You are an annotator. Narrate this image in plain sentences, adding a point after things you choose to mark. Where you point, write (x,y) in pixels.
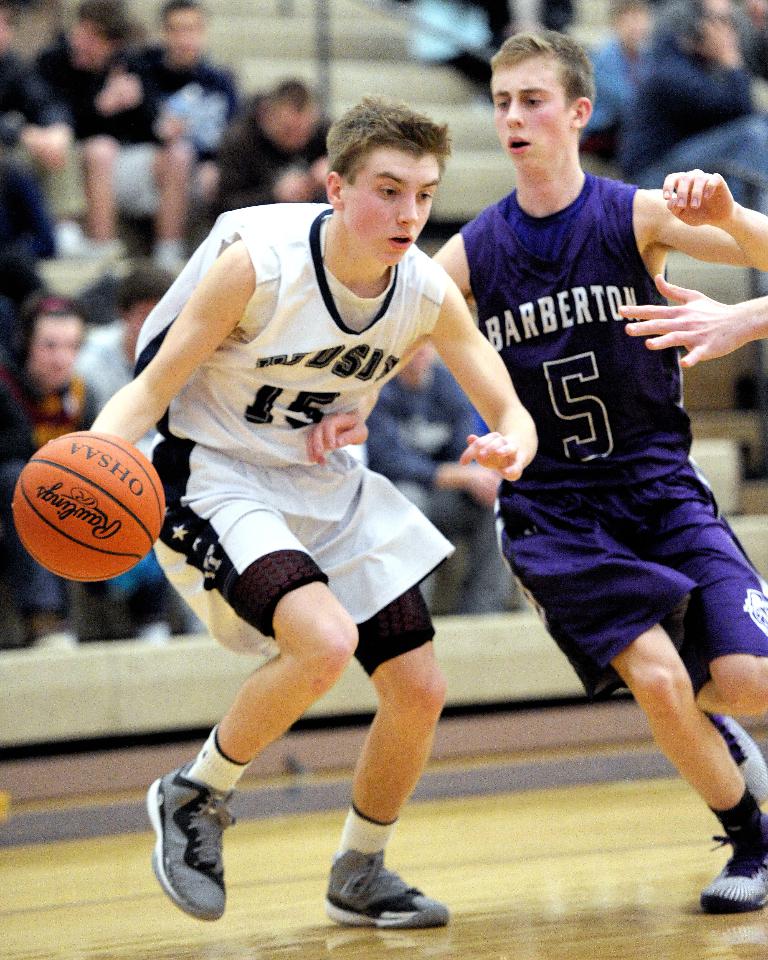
In the middle of the image (334,630) two persons (387,121) are playing basketball. Behind them few people (271,174) are sitting and watching. Background of the image (139,25) is blur.
